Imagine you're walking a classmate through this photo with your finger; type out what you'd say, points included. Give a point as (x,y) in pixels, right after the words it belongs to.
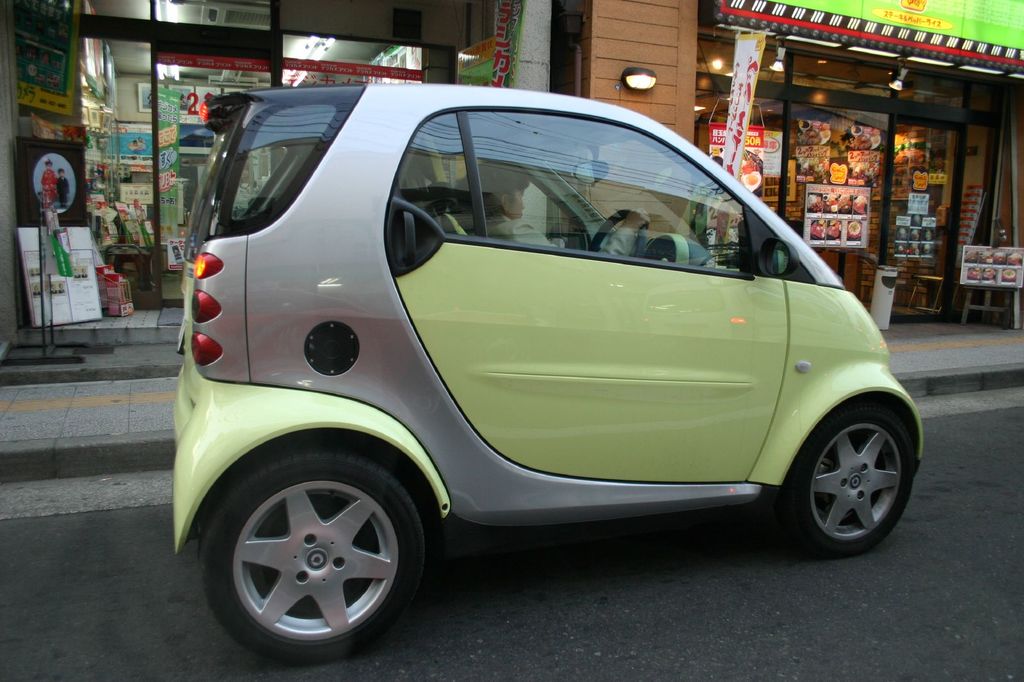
In the picture we can see a road (724,586) on it, we can see a car (538,493) near the path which is light green in color and some part of gray in color and behind the car (523,111) we can see some shops (600,91) with glass walls (835,253) and door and into the glass walls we can see some posters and some stickers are pasted to it.
